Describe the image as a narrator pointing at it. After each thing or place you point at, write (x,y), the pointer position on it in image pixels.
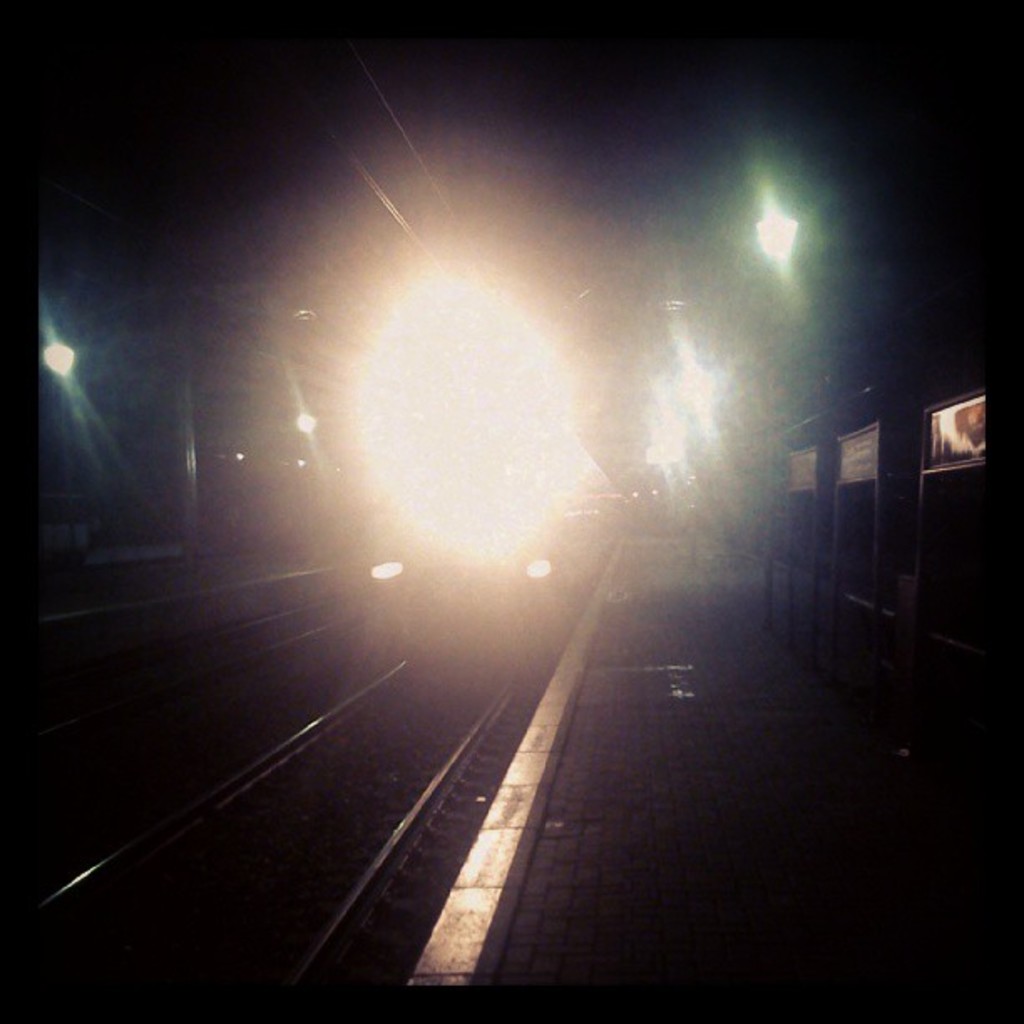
In the center of the image (508,484) we can see a train (467,551) on the track (283,858). On the right (814,944) there is a footpath (810,860) and we can see boards (891,647) on the footpath (857,801). In the background (240,454) there are poles (191,447) and lights (397,447).
